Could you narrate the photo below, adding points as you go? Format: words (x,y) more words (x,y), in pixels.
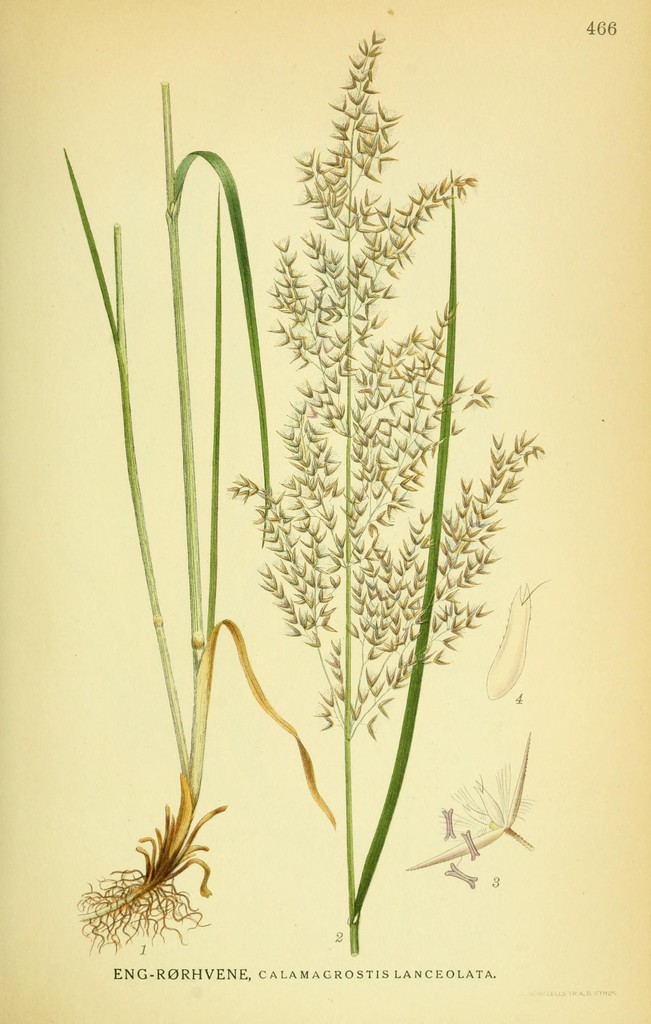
In this image we can see types of grass pictures (330,528) on the paper (441,430).
